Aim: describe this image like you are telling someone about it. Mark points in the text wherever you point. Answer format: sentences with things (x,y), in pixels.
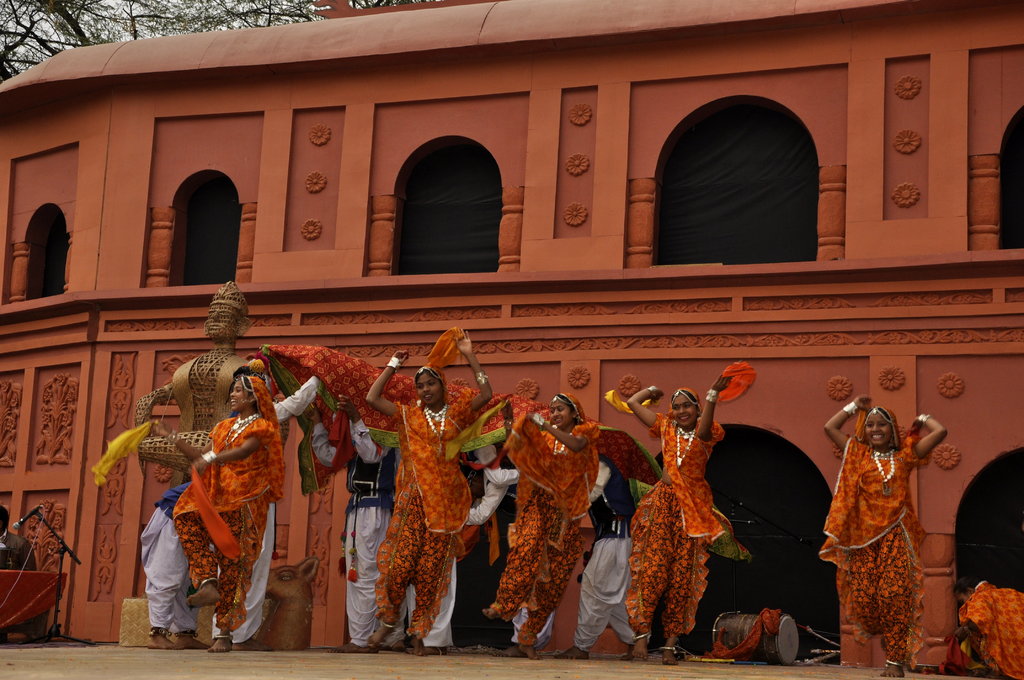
In this image in the center (427,403) there are a group of people (392,494) who are holding some clothes (96,469), it seems that they are dancing. And on the left side (217,394) there is a statue (181,369), mic (20,519) and some objects (54,583). At the bottom (453,666) there is floor (6,667) and in the background (760,636) there are some drums (718,625) and building (745,167) and trees (5,71).
